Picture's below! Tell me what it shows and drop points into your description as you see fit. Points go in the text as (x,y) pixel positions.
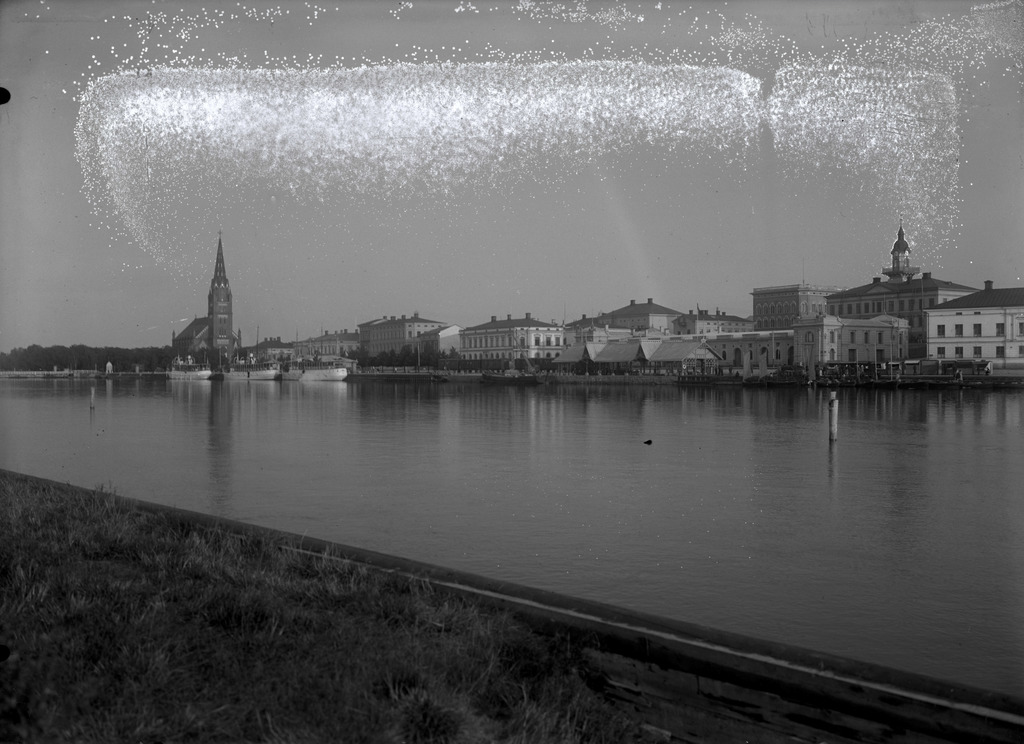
In this picture I can observe river (409,438) in the middle of the picture (443,436). In the bottom of the picture (227,569) I can observe some grass (364,645) on the ground (347,610). In the background (218,334) there are buildings (875,334) and sky (387,255).
